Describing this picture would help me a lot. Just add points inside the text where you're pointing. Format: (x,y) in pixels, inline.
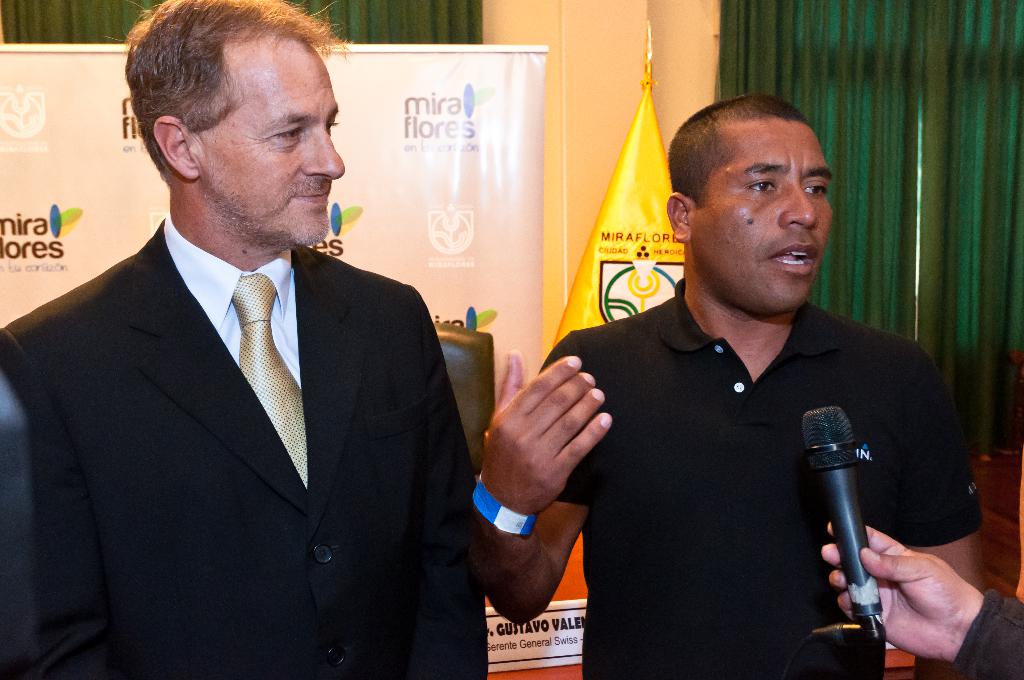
In the picture I can see a person (937,593) holding a mic (858,572) in the right corner (919,598) and there are two persons (695,384) standing in front of it and there are few banners (523,214) and green curtains (903,67) in the background (518,170).
